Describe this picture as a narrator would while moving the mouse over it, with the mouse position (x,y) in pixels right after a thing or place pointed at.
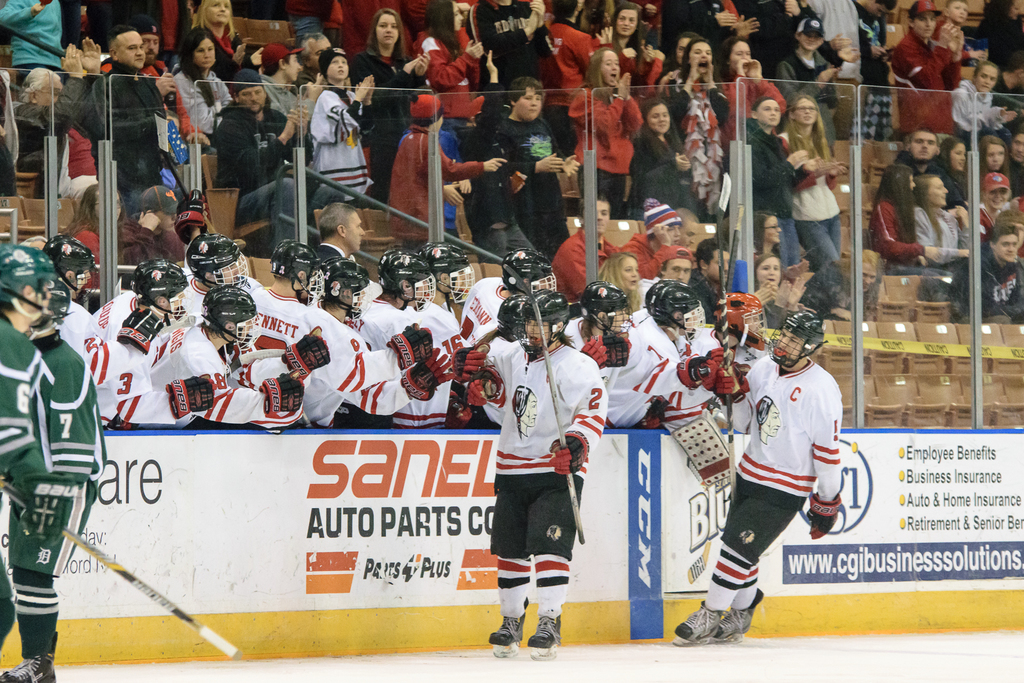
In the image we can see there are people (305,289) wearing clothes (372,379) and some of them are wearing shoes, gloves (706,475) and helmet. Here we can see the poster (355,479) and text (338,489) on the poster (391,460). Here we can see the chairs (874,327) and the glass wall (569,145). We can even see there are few people (806,486) holding the pole (582,528) in their hands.
